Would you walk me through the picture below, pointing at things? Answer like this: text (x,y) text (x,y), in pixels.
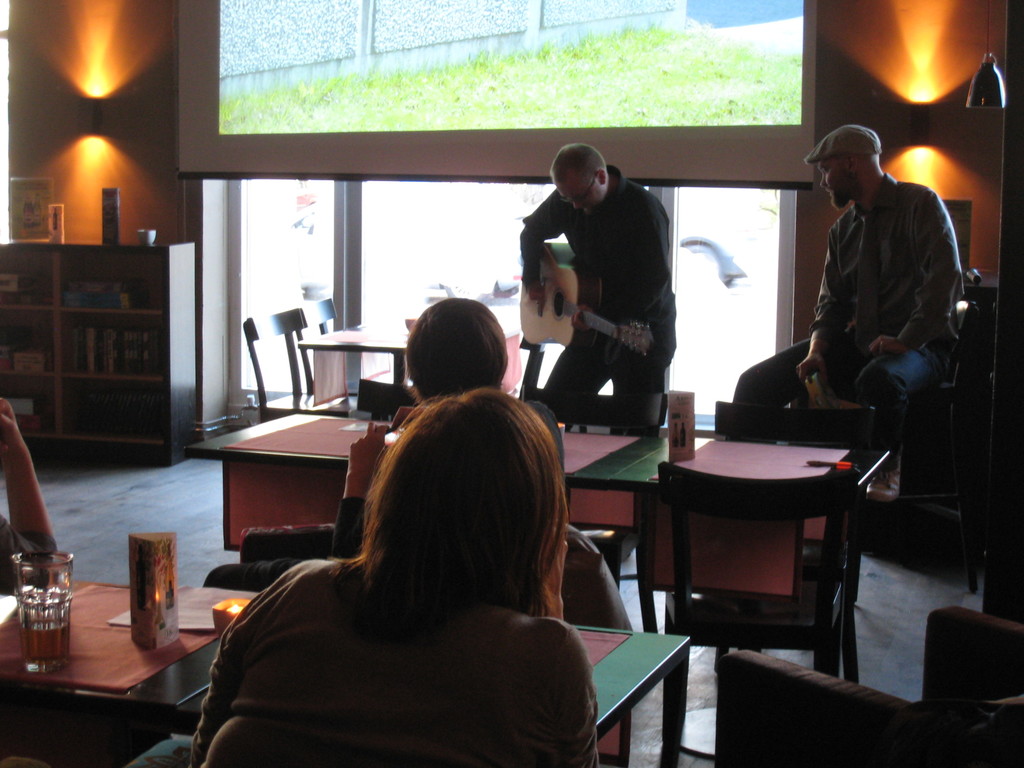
In the middle (604,300) there is a man (604,300) he is playing guitar (565,306). On the right (876,274) there is a man (876,337) sitting, he wear shirt (909,273), trouser (894,361) and cap (842,136). In the middle (360,435) there is a table (295,440), in front of the table (595,466) there is a woman (434,355). On the left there is a cupboard (105,335). In the background (180,178) there is screen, window (445,242), light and glass (273,227).
